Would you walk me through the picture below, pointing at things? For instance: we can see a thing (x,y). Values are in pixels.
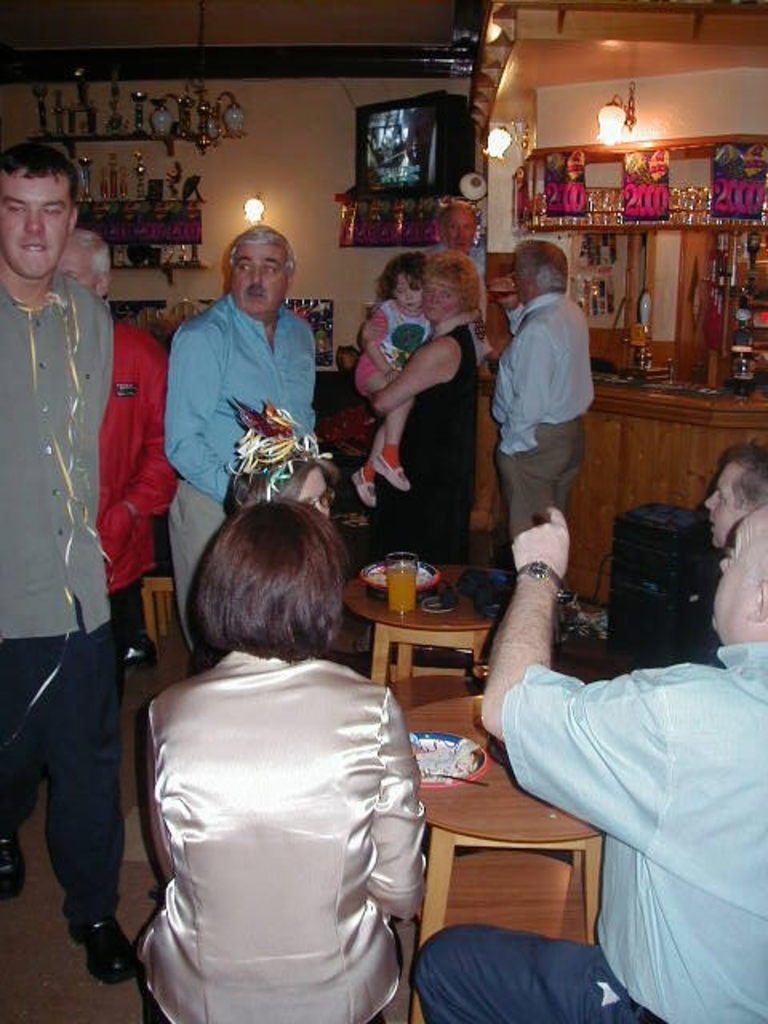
In this picture there is a room (174,373) in which some of them were standing and some of them was sitting in the chairs (524,874) in front of a table (487,794). In the background (162,263) there are some lights (491,134) and shelves (584,200) here.
